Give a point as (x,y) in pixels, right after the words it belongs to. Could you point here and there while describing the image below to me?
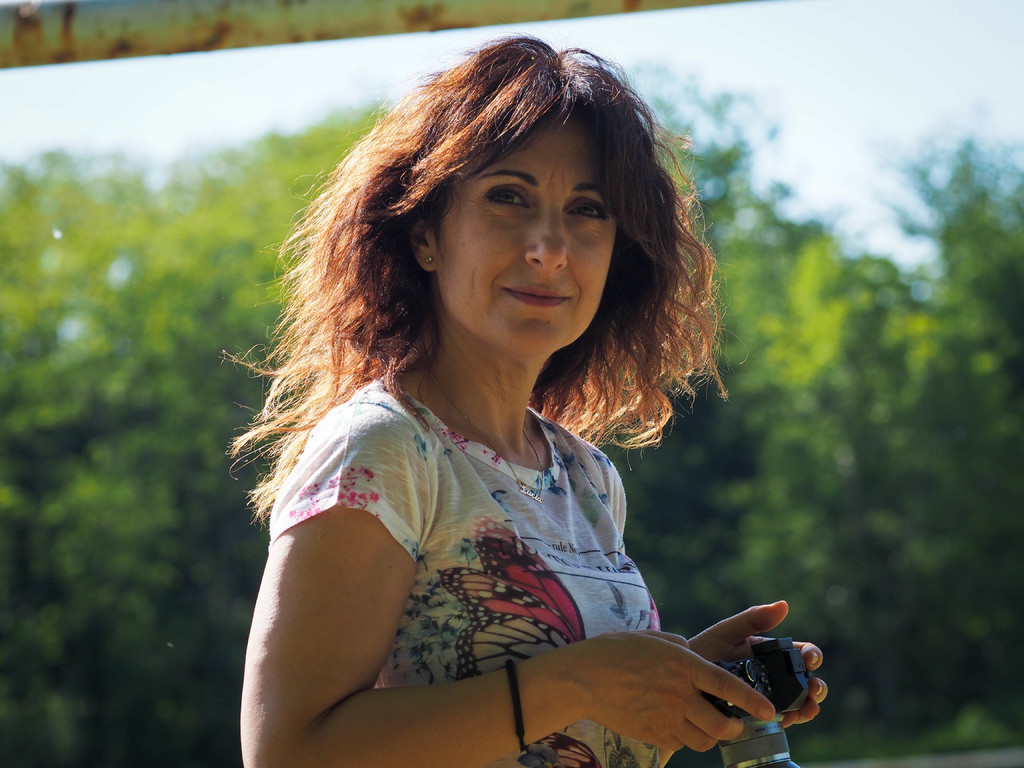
In this image we can see one woman (487,663) with smiling face (554,131) standing and holding an object (789,662). There are some trees (973,433) in the background (127,459), at the top (221,83) there is the sky (221,53) and one object (571,11) at the top of the image (54,90).
